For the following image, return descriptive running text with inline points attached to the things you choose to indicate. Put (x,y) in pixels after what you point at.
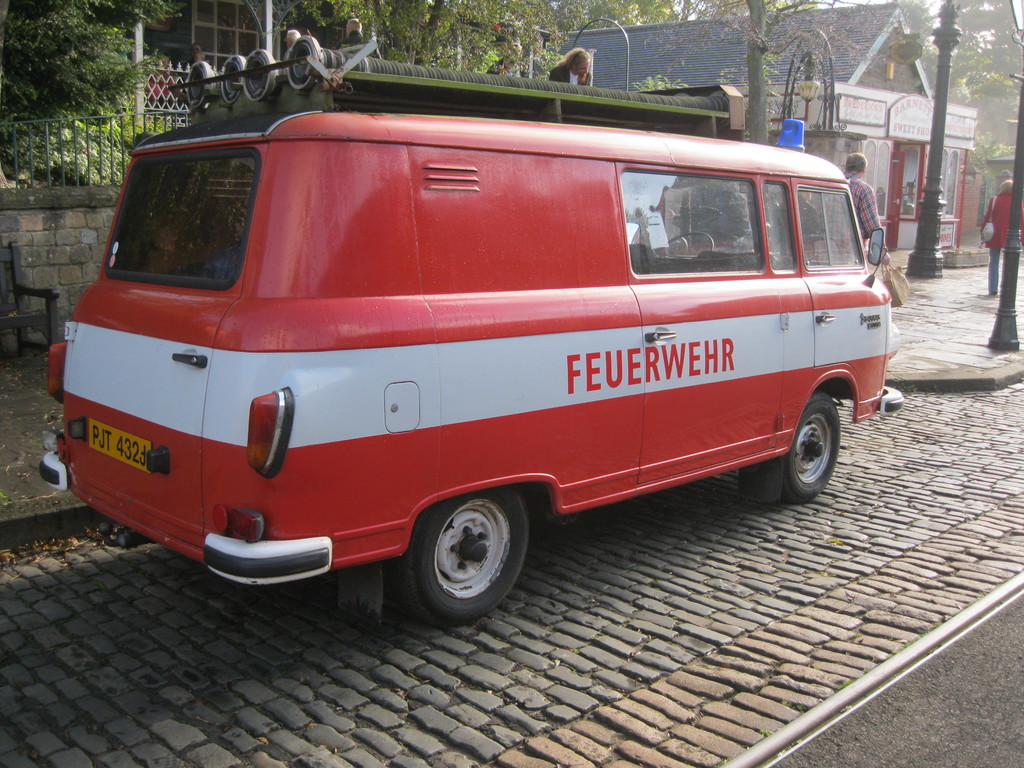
In this image we can see one house (872,68), one object (266,10) on the top left side of the image (235,12), some objects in the house (864,88), few objects (915,51) attached to the house (905,162), one light (1020,21) with pole (938,101), one pole (947,6), one fence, one board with text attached to the house (912,202), one person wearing a bag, one man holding a bag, few people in the background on the top left side of the image (204,48), few people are standing, two persons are sitting, one object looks like a chair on the left side of the image (35,340), some objects (959,255) on the ground (920,305), some dried leaves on the ground (983,288), some trees (973,152) in the background (30,58) some objects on the vehicle (140,147), one vehicle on the road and one object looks like a railway track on the right side of the image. Some text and numbers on the vehicle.
